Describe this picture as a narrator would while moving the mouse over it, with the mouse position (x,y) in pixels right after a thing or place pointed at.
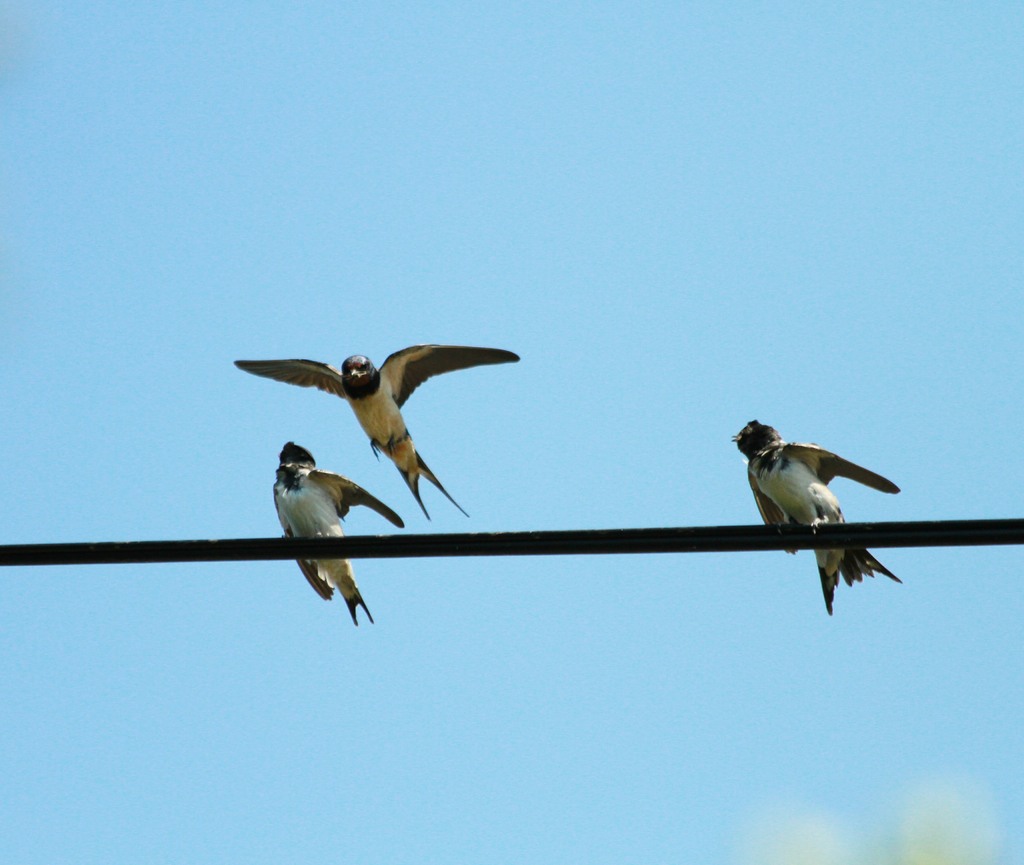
In this picture we can see two birds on a wire (411,536) and one bird (445,494) is flying and we can see sky (630,400) in the background (684,294).
